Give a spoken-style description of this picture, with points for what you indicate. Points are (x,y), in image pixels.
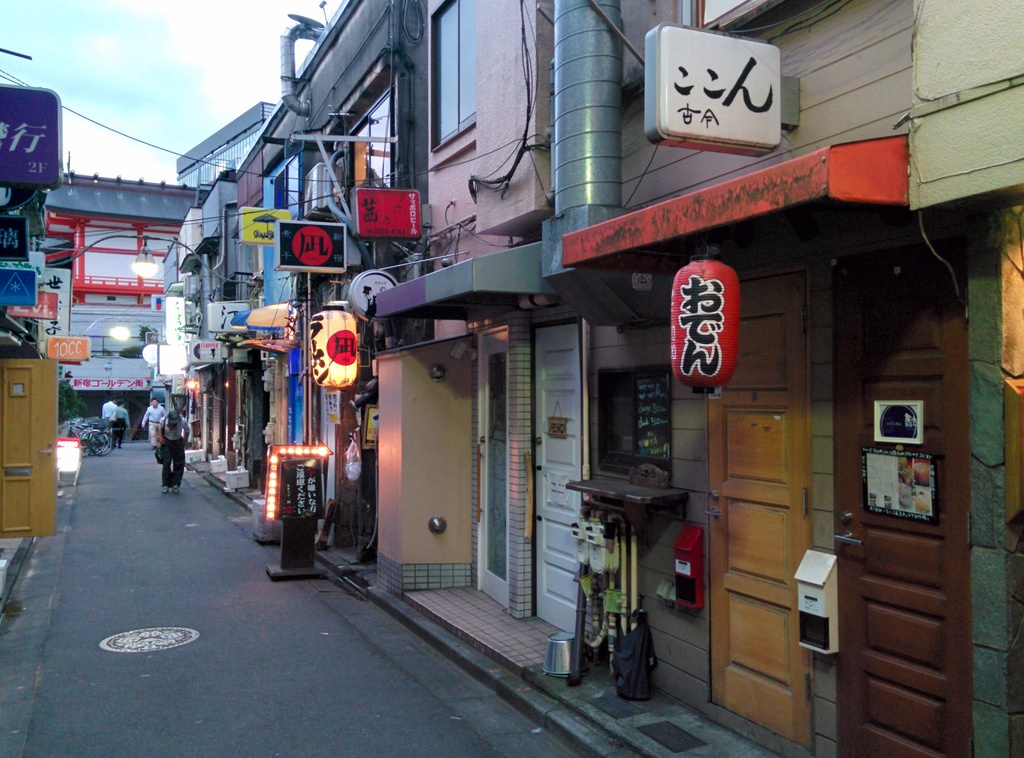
In this picture I can see group of people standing on the road (209,514), there are buildings (404,386), there are boards (374,213), lights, cables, and in the background (139,93) there is the sky (139,86).
